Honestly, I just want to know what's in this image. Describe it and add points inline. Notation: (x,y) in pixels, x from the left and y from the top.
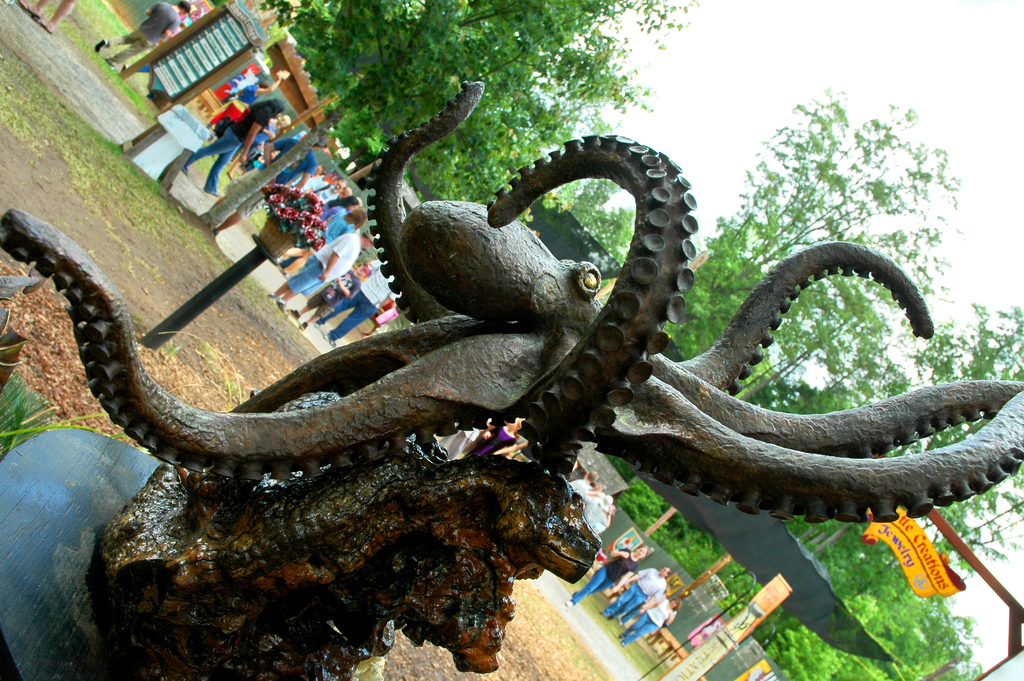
This image is taken outdoors. On the right side of the image (903,119) there is a sky (877,115) and there are many trees (820,171) and there is a board (908,565) with a text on it. In the background (679,632) there is a fence (690,584) and there are many boards (710,647) with text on them. There are a few trees (358,37) and a few people (662,607) are walking on the ground (553,574) and a few (351,250) are standing on the ground (54,57). There is a plant (290,229) in the pot (272,230) and there is a ground (71,84) with grass (98,62) on it. In the middle of the image (406,415) there is an artificial octopus (40,264).
